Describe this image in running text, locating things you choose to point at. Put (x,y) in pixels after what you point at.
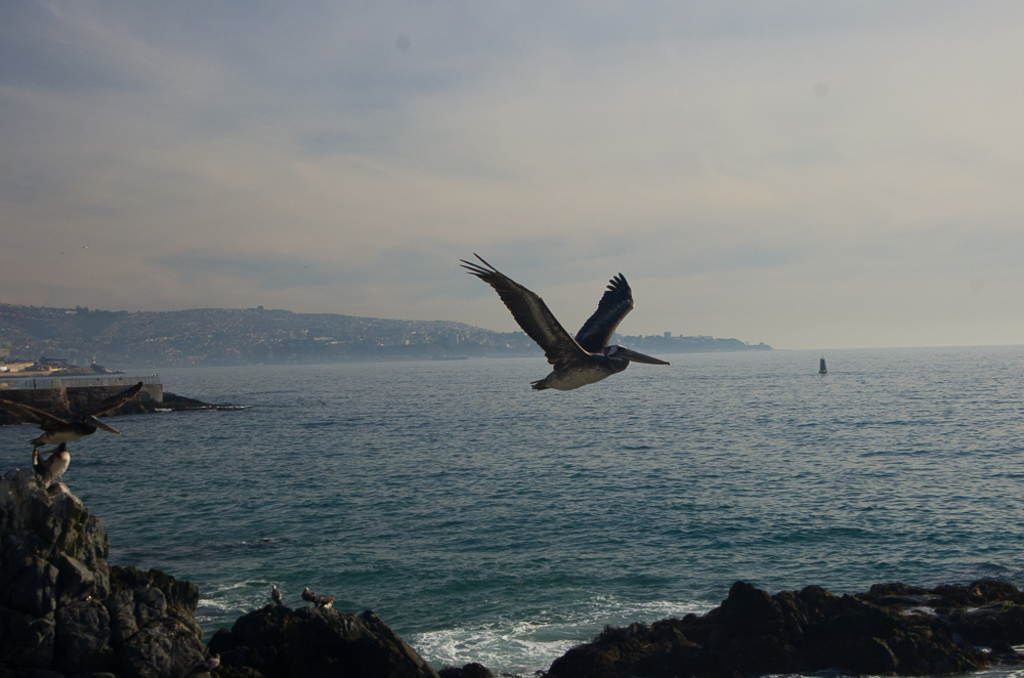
In this image there are birds (582,347) flying in the air. A bird (63,459) is on the rock (77,563). Bottom of the image (262,647) there are rocks (248,656). Left side (44,336) there is a hill (57,333). Middle of the image (590,435) there is water (540,583) having tides (537,633). Top of the image (648,167) there is sky (702,167).
